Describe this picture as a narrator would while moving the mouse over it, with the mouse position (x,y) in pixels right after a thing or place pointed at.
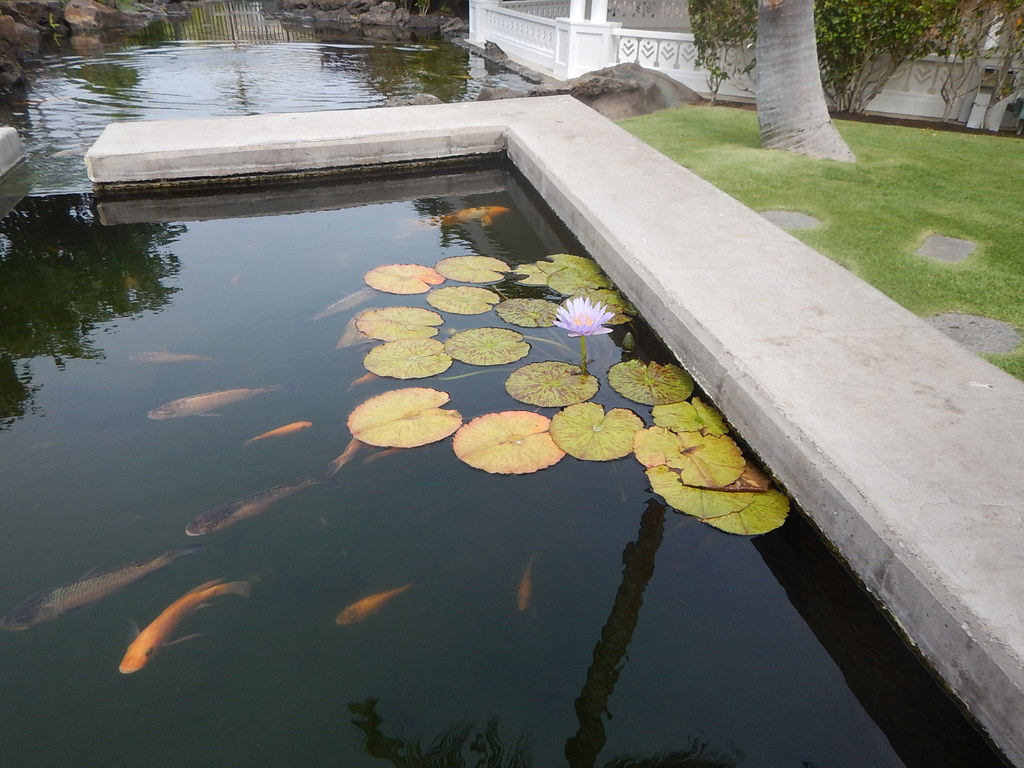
In front of the image there are fish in the water (467,412). And there are leaves (638,458) floating on the water (567,345). And also there is a flower (581,334). On the right side of the image (941,188) on the ground (938,174) there is grass (810,172). And also there are plants (849,42) and there is a tree trunk (828,130). Behind them there are railings (562,41) and poles (587,31). In the background (101,17) there are rocks (395,15).
